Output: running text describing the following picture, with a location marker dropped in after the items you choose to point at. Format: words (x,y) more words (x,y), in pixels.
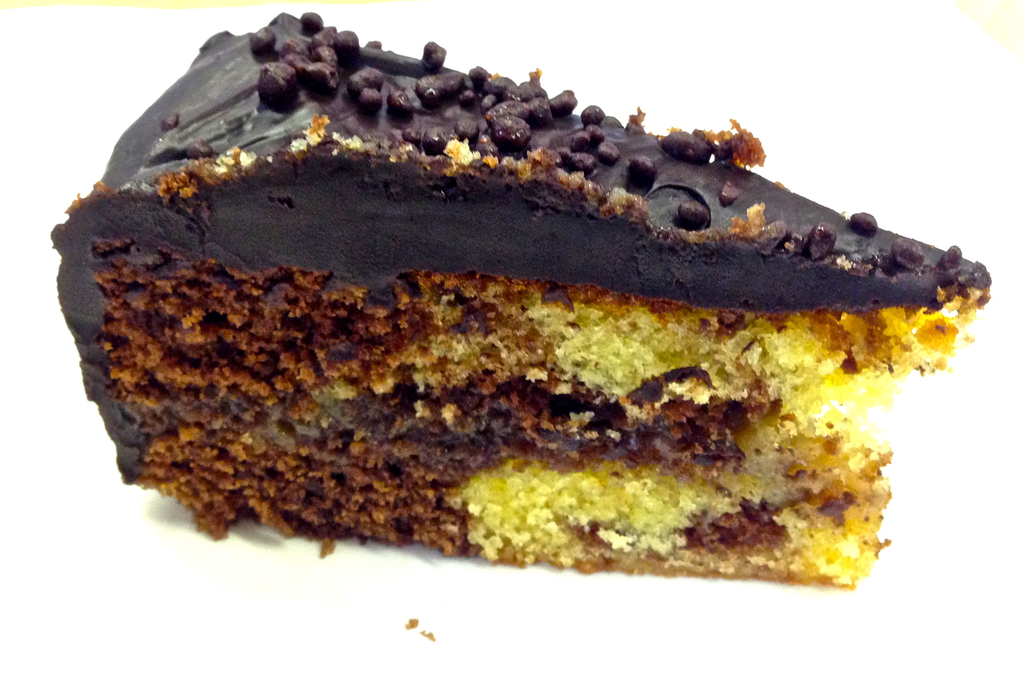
In this image we can see a food item (377,176), and the background (25,540) is white in color.
